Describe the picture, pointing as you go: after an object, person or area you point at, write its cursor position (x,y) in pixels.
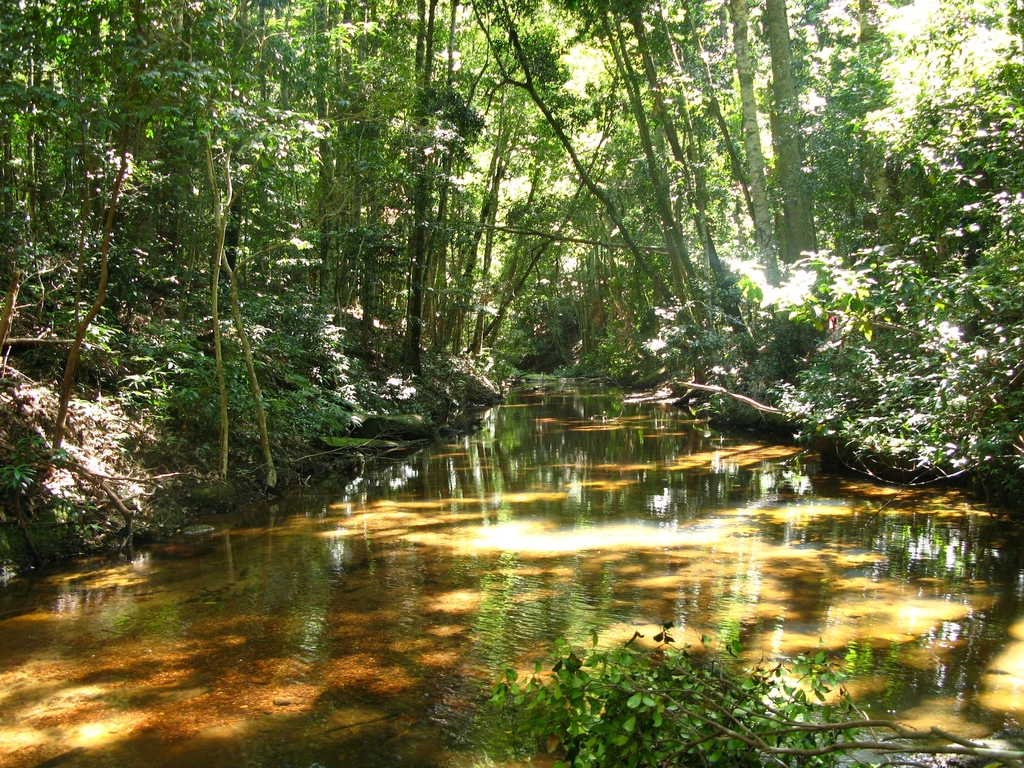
In the center of the image (529,396) there is a canal (550,611). In the background (489,245) there are trees (494,237).
